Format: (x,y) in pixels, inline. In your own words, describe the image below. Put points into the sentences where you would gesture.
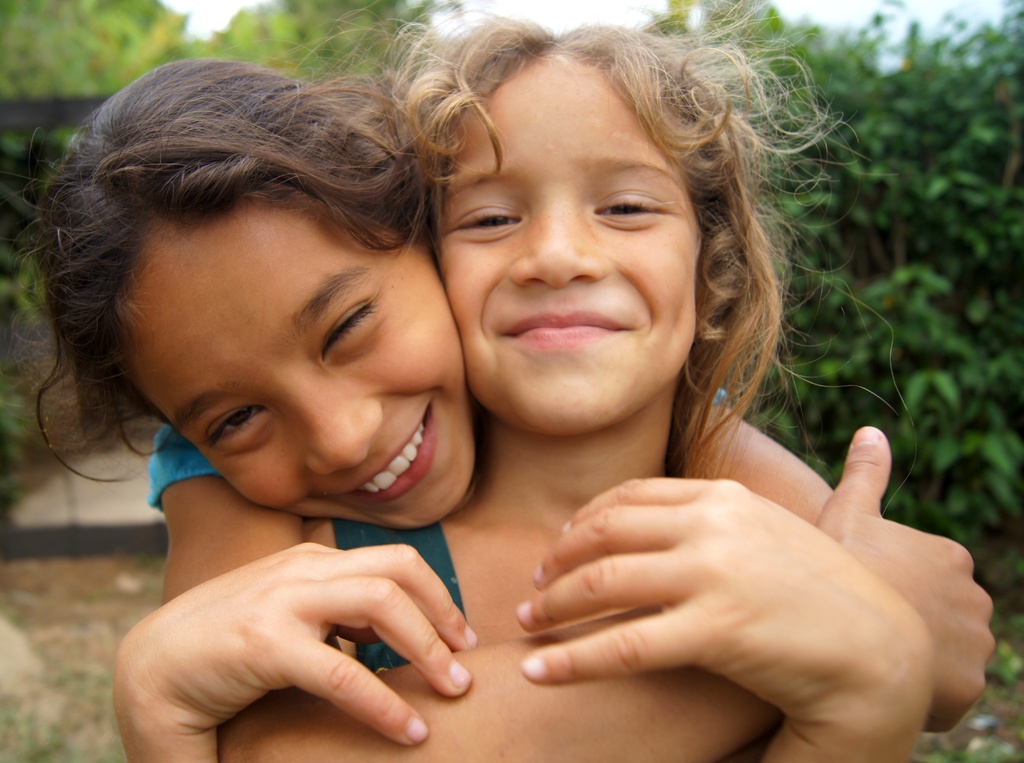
In this picture we can see two girls (638,376) and in the background (807,320) we can see trees (811,280).
